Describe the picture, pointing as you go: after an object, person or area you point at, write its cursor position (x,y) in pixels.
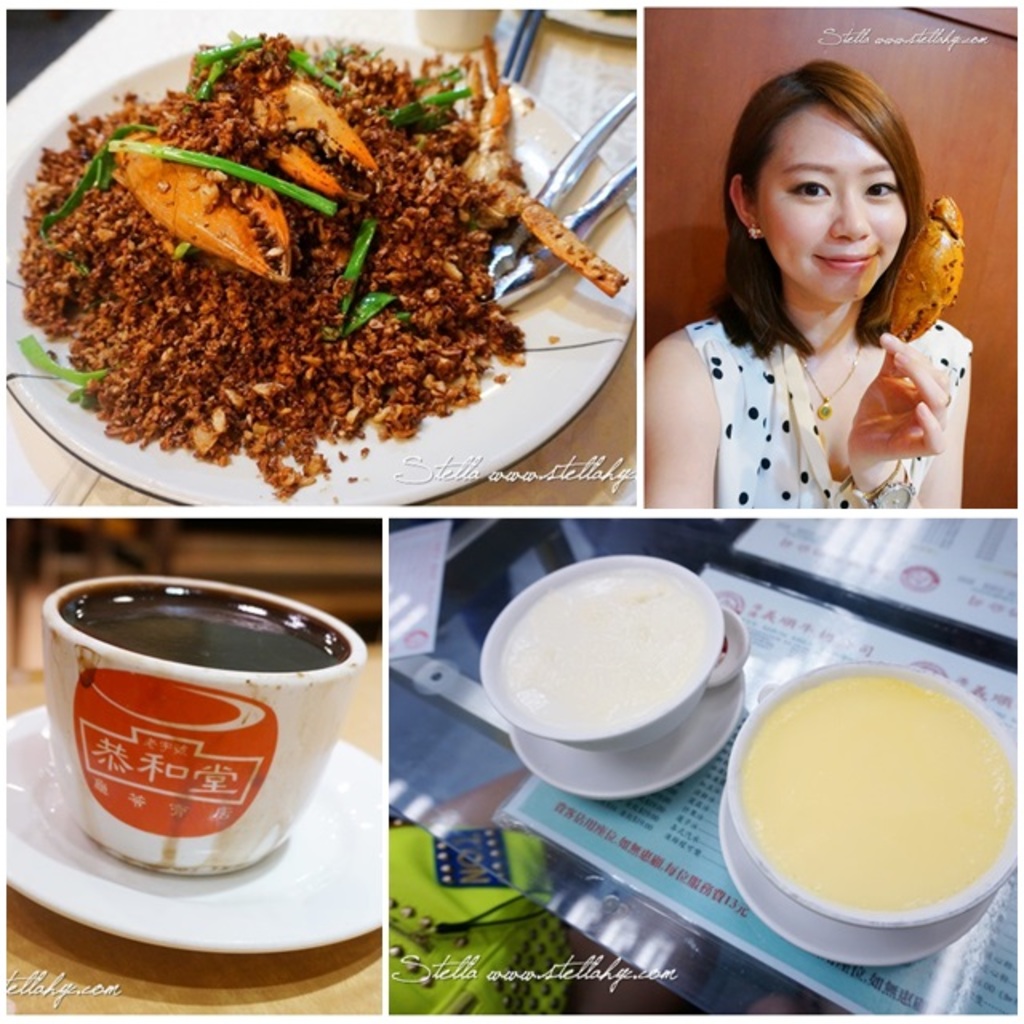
This is a collage picture, in this image we can see a plate (338,452) with some food (362,396), also we can see some cups (109,784) and saucers (627,755) on the tables (407,722), there is a woman (771,380) holding an object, also we can see some text (106,751).
